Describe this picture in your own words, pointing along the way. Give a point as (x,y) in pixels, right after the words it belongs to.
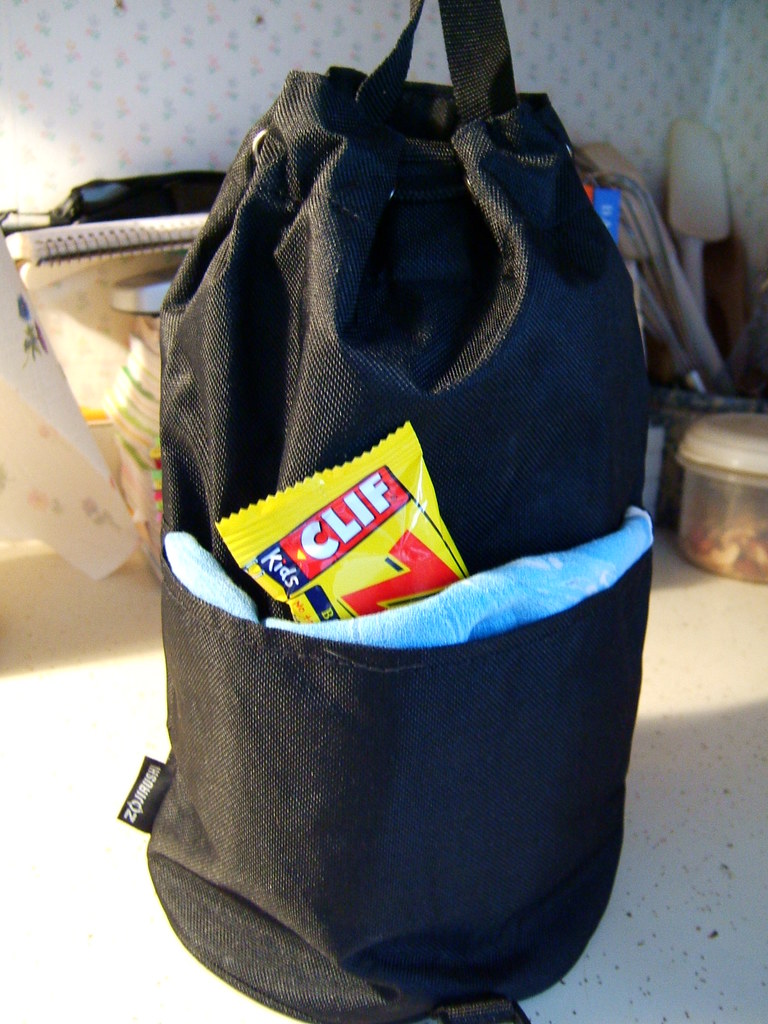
In this picture, we see a black bag (378,753) in which yellow cover (366,552) and blue cloth (456,593) is placed. Behind that, we see book (103,235), white cloth (24,420), plastic box (711,451) are placed on a table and behind that, we see a white wall (168,98).
